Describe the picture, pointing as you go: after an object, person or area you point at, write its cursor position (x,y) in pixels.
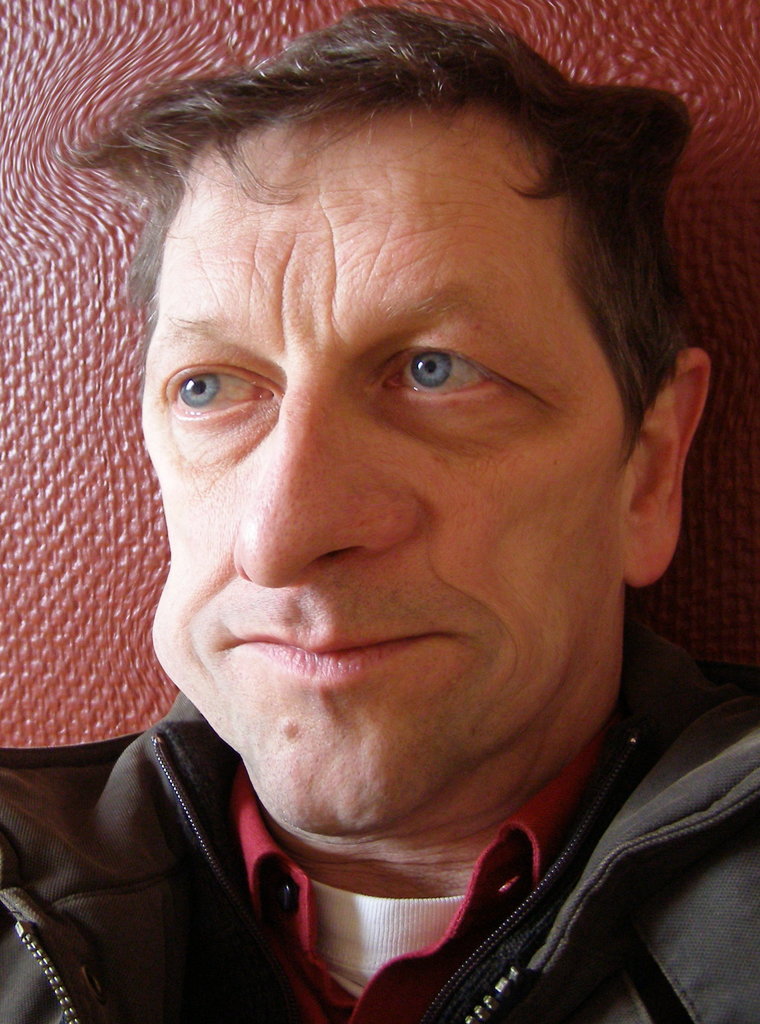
In this picture, we see a man (297,740) is wearing a red and white T-shirt (377,916). He is even wearing a black jacket (582,836). In the background (110,445), it is brown in color. This might be an edited image.
